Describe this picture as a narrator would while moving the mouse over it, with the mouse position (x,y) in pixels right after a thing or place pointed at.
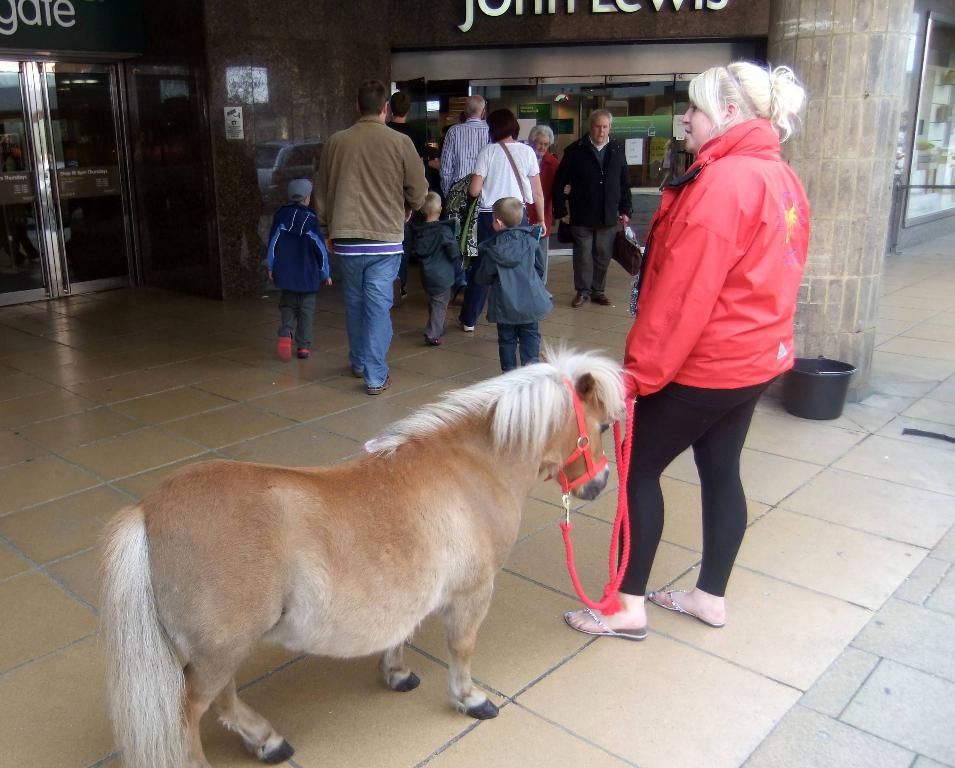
In this image I see the path (451,366) and I see few people (412,175) and I see that this woman (724,267) is holding a red color rope (626,475) which is tied to this small horse (415,522) and I see words (42,25) written on this wall (607,26).
